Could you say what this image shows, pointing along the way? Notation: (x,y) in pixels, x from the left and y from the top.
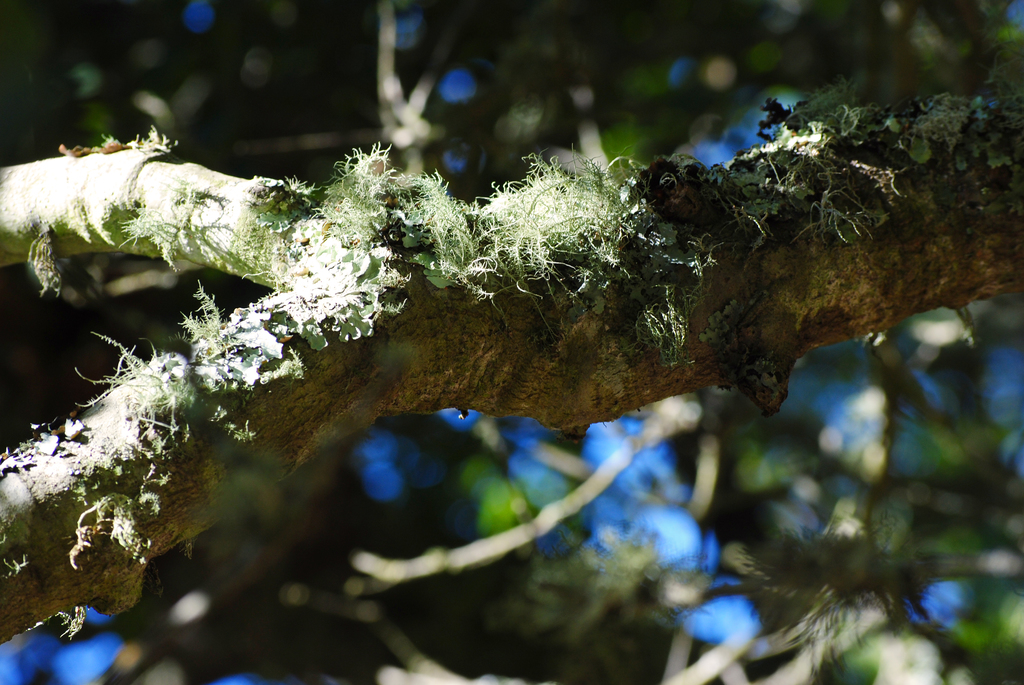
In this picture we can see branches (262,194) and leaves (355,311). In the background of the image (589,111) it is blurry.
